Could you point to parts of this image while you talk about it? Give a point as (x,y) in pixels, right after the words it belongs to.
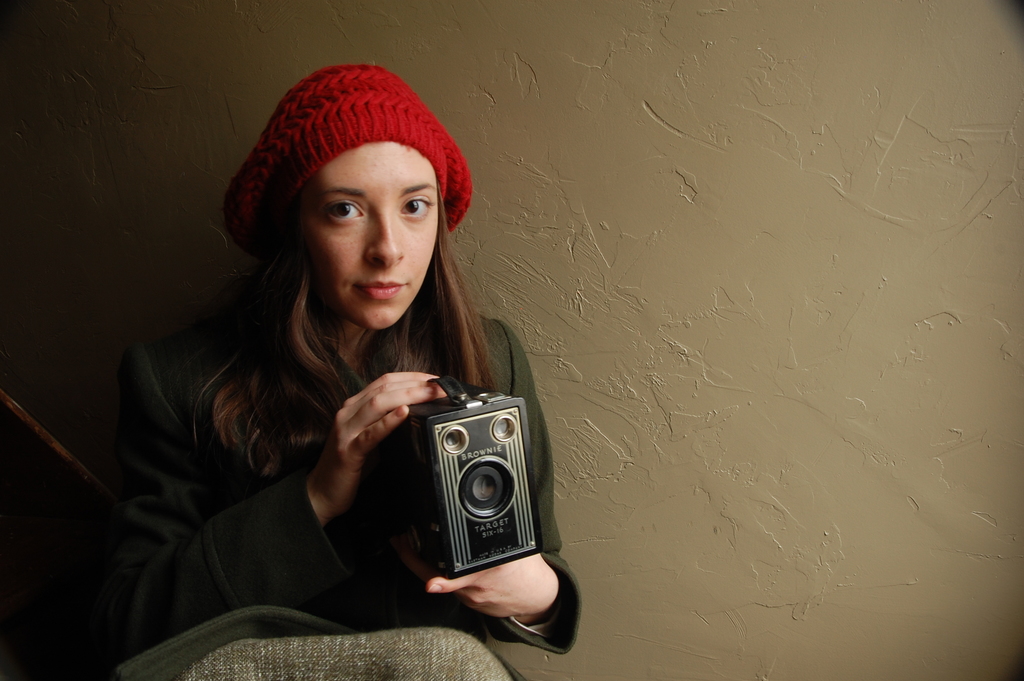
In the picture there is a lady (374,198) holding a vintage camera (500,496), she's wore a red cap (401,140) on the head (358,205).
